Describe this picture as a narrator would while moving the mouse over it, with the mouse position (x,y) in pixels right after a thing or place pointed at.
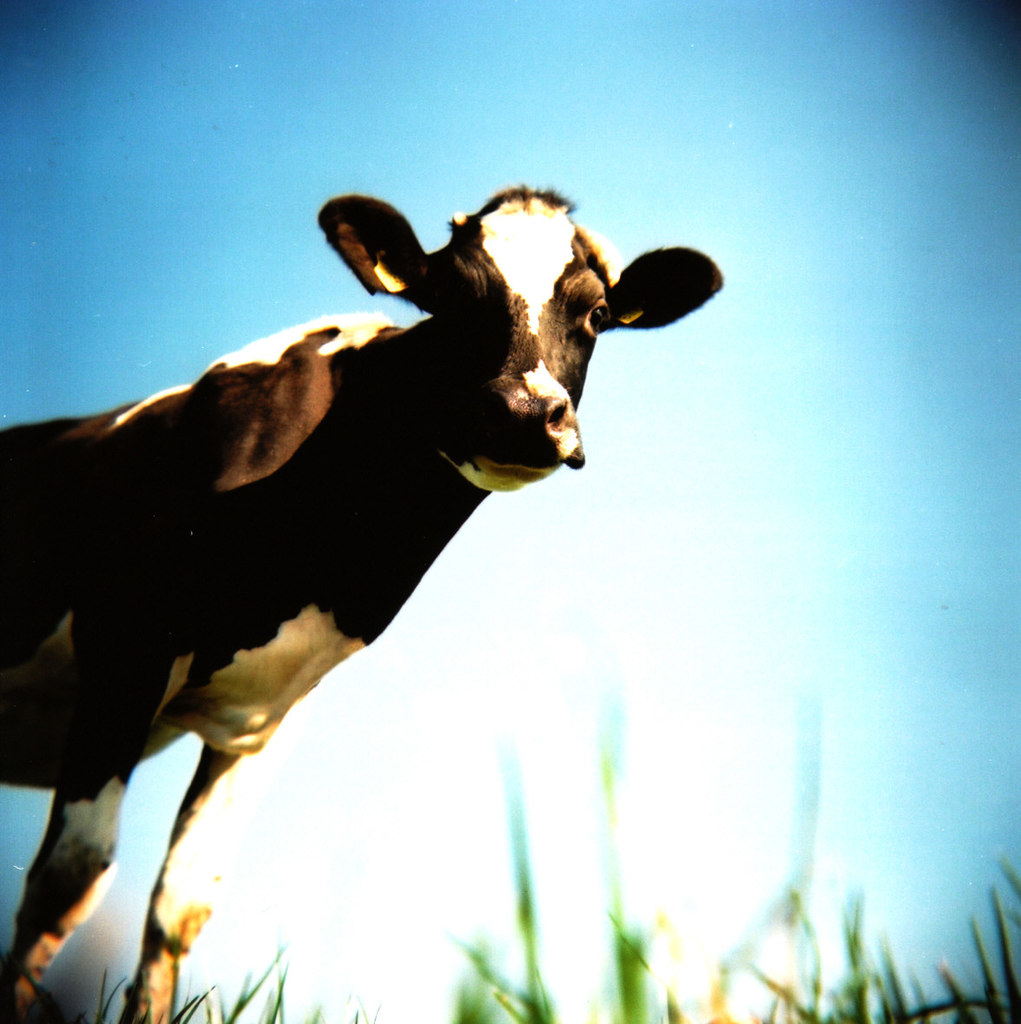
This is the cow (314,615) standing. This looks like a grass (898,997).
